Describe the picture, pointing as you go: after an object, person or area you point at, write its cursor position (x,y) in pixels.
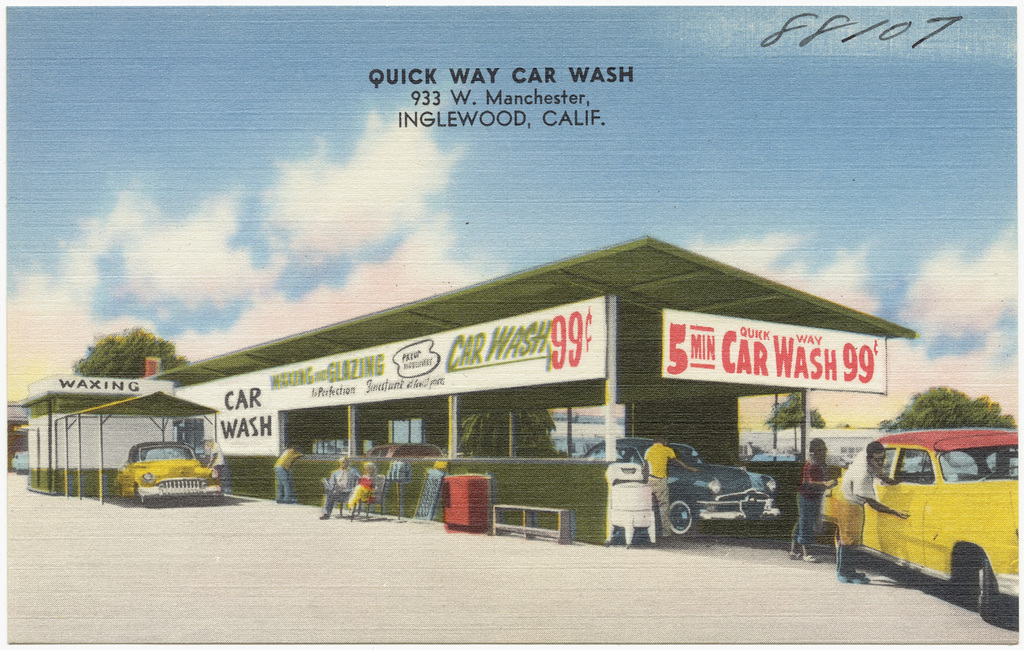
There is a poster (824,267) in which there is a car wash showroom (628,383), there are persons (811,448) washing cars (1000,465), there is a vehicle (183,471) parked on the road (209,521), there are persons (373,481) sitting on chairs (381,497), there is a person (215,467) standing, there are hoardings (218,425). In the background (138,374), there is a tree (167,363) and there are clouds (732,243) in the blue sky (771,171). And there are texts (860,29).
